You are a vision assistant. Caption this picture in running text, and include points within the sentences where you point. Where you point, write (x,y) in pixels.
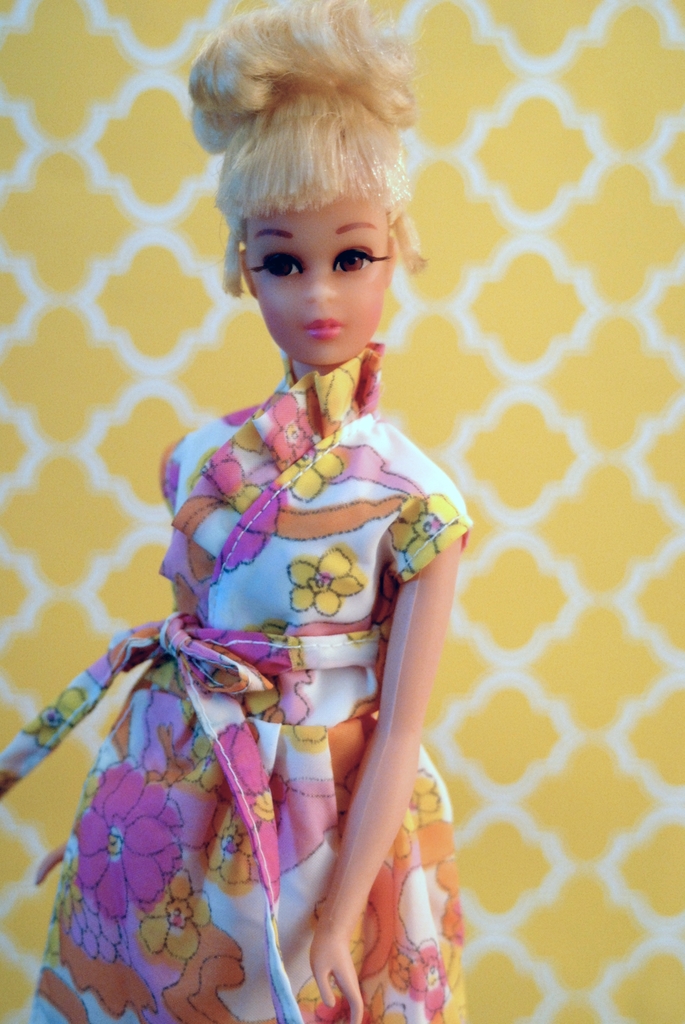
In the center of the image (316,655), we can see a doll (312,598) and in the background (62,122), there is a wall (533,451).
